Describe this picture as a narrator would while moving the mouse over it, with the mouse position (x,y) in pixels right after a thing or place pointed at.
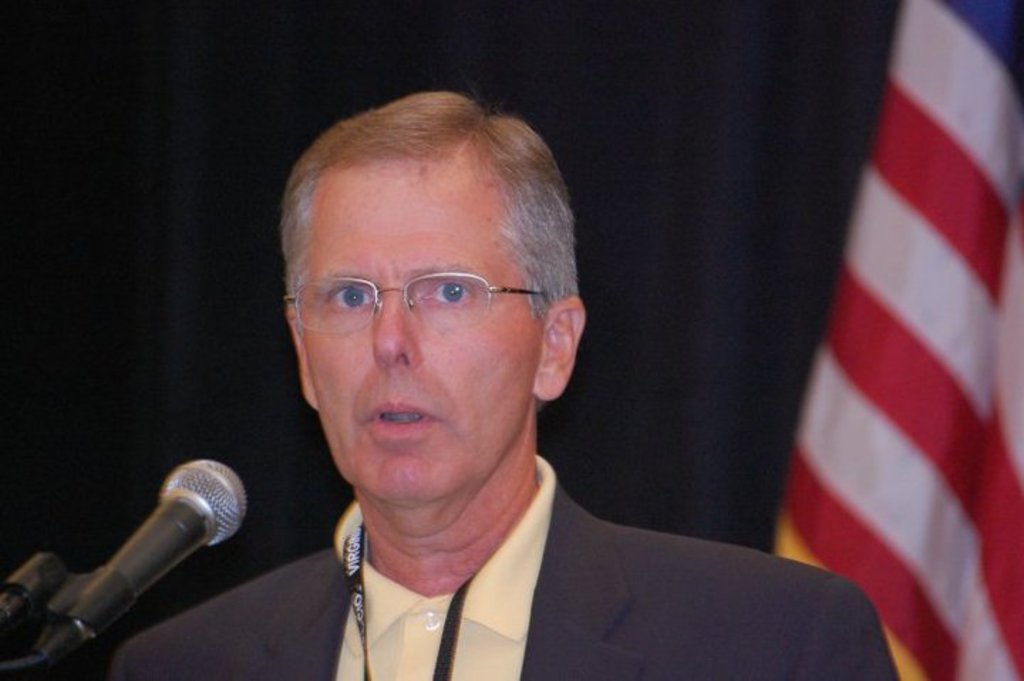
In the center of the image (423,343), we can see a man (423,551) wearing an id card (456,601) and glasses (445,298) and there is a mic (77,581). In the background (294,58), there is a curtain (666,117) and there is a flag (879,394).
